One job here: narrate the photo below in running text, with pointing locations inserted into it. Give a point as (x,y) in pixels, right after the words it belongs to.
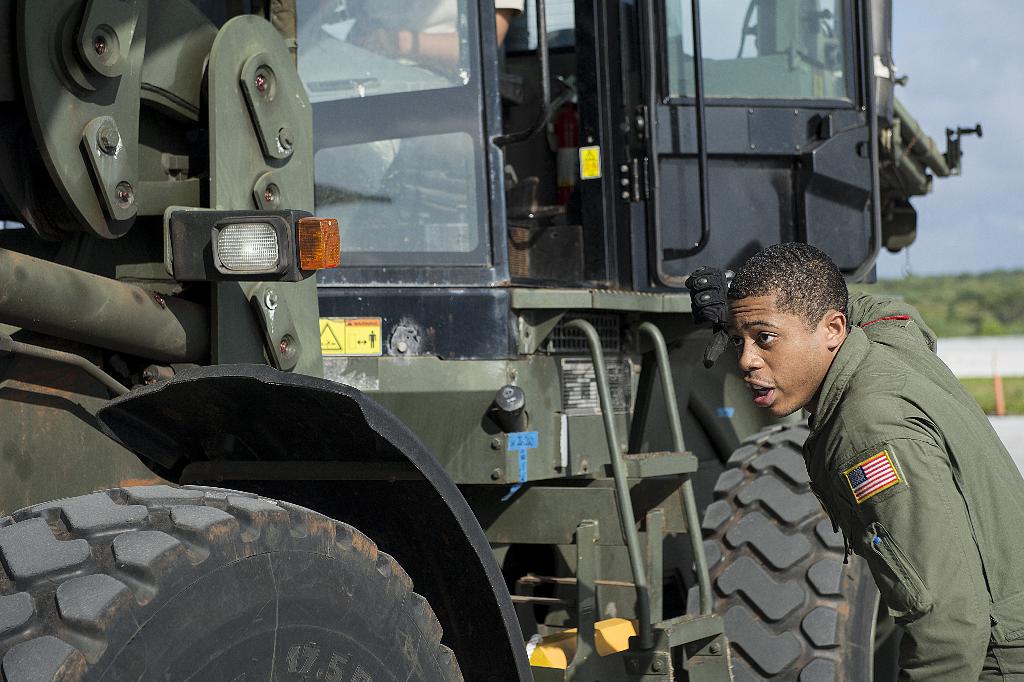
In this image I can see a vehicle (592,96) and in the vehicle (153,375) I can see a person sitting and beside the vehicle (553,248) I can see a person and the sky (1002,204).
